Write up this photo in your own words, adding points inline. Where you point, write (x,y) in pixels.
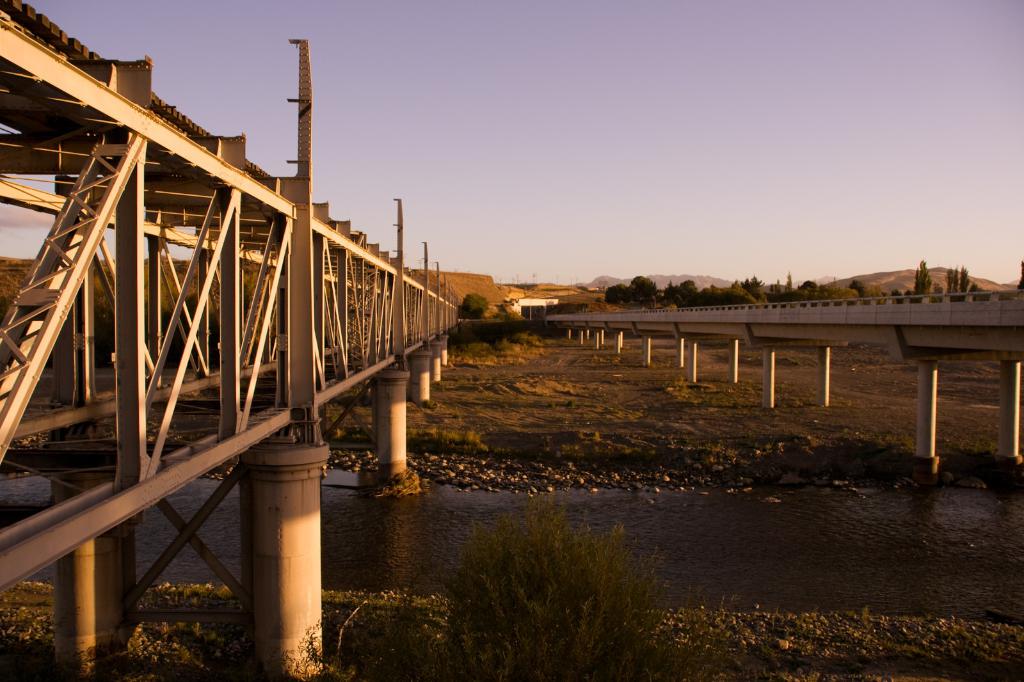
In this picture I can see bridges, there is water (681,531), there are rocks (448,471), trees (917,284), hills (452,282), and in the background (610,203) there is sky (610,203).
